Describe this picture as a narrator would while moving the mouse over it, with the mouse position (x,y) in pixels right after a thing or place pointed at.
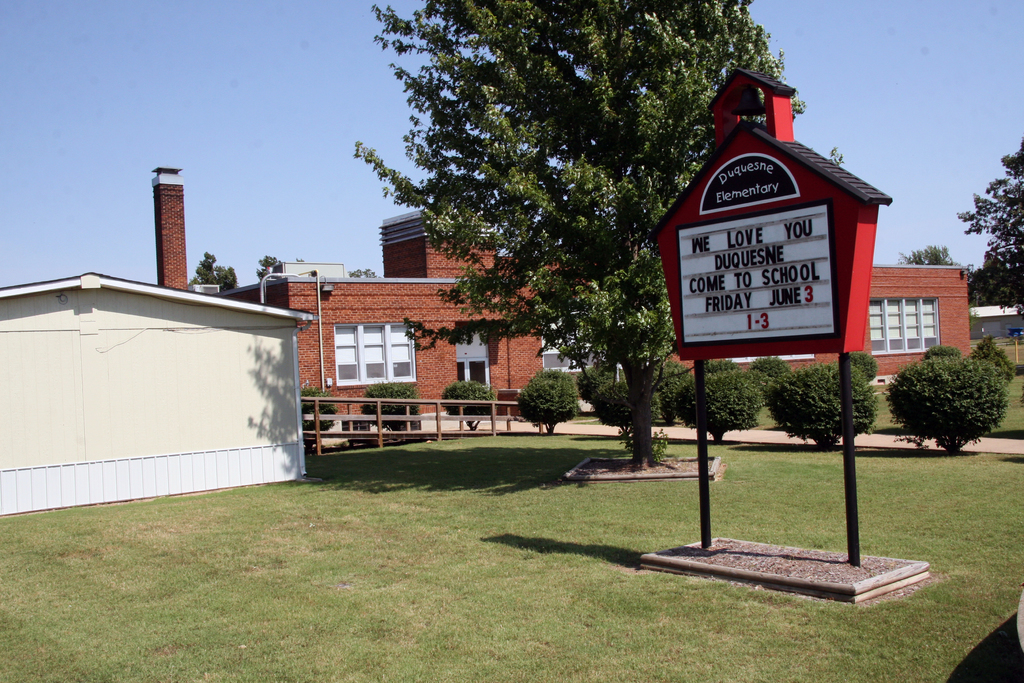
In this picture we can see a name board (744,106), trees (639,348), grass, path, houses (182,381) with windows (898,323) and in the background (20,59) we can see the sky (102,68).
